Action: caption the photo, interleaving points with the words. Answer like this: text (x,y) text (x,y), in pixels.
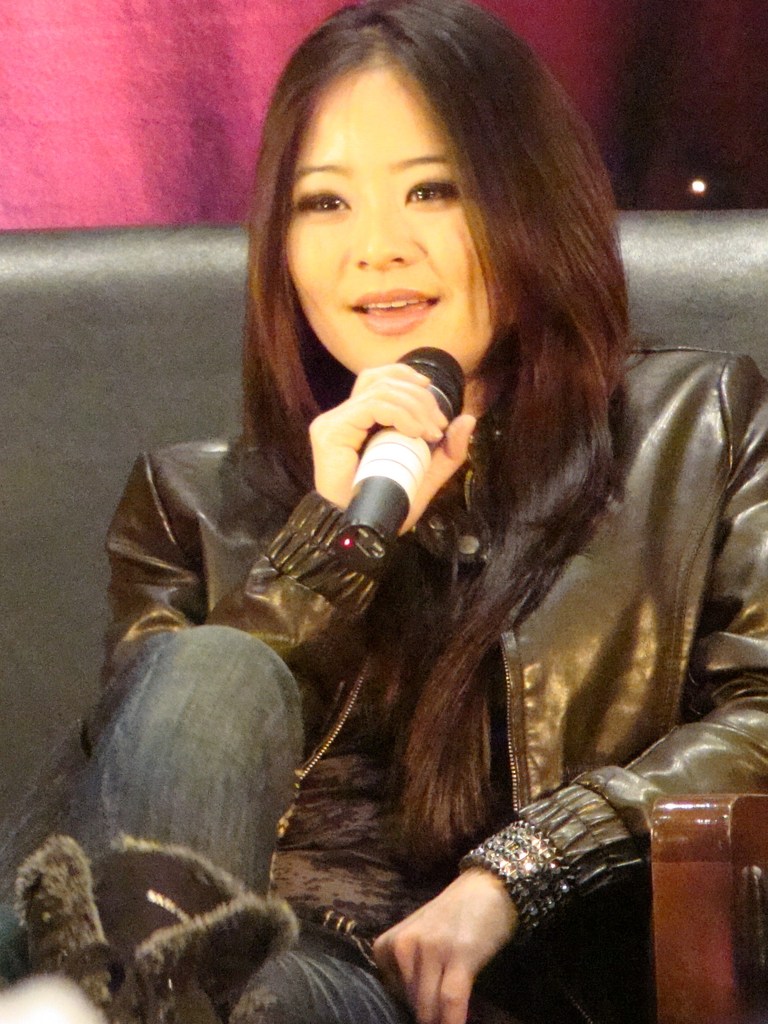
In a picture one woman (363,645) is sitting on the sofa (99,556) wearing a black jacket (553,683) and jeans (229,680) and holding a microphone (378,521).
